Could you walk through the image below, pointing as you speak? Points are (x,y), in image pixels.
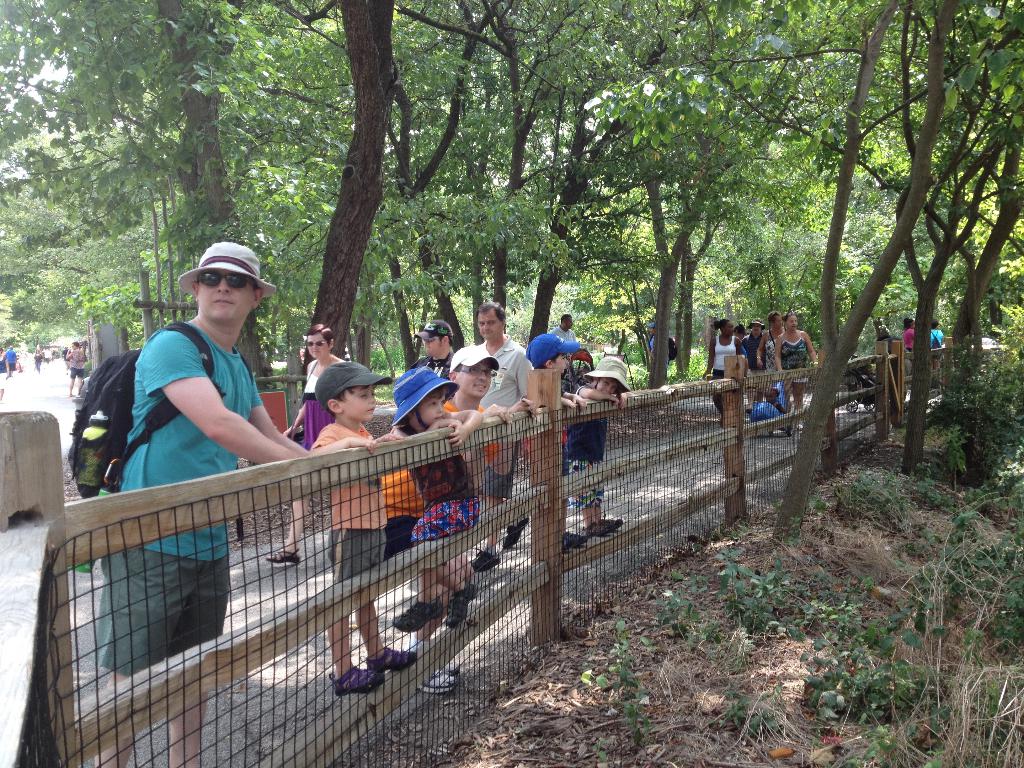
In this image I can see the ground (746,653), few plants (888,650) which are green in color, the fencing (642,533) and number of persons (488,490) are standing. In the background (739,210) I can see few trees (502,130), the sky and few persons (15,357).
